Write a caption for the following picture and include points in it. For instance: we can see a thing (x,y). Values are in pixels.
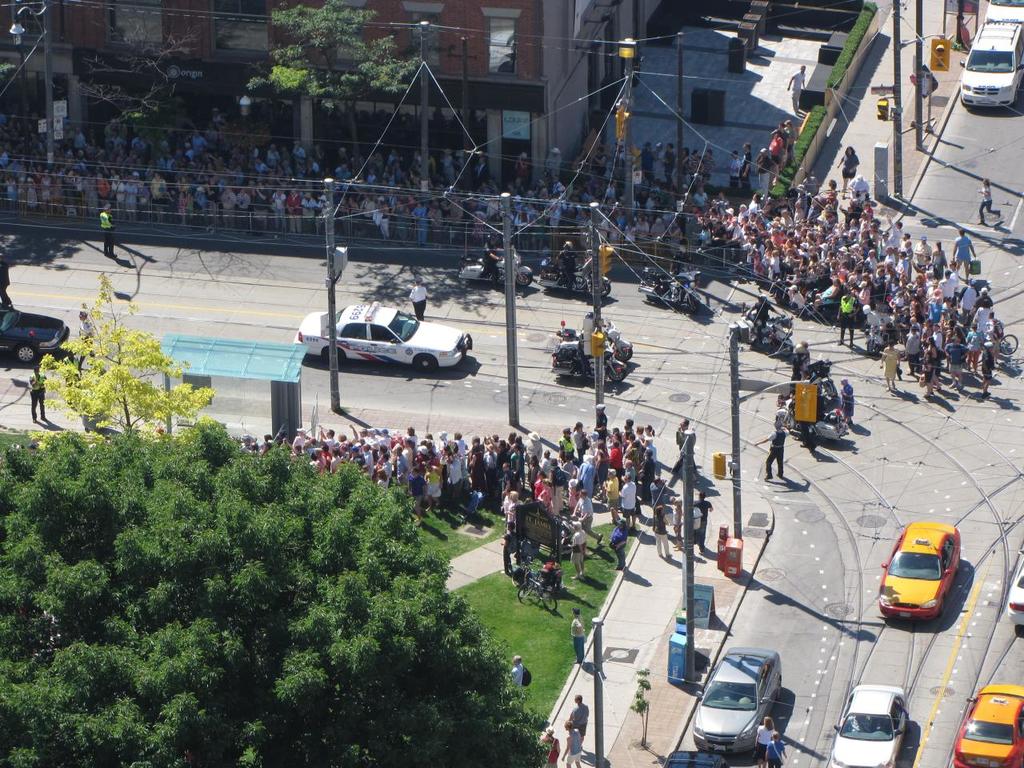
This is a top view where we can see persons (896,288) moving on the road (863,393), trees (182,549), vehicles (742,690) moving on the road (805,726), poles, buildings (452,64), plants (835,72), traffic signal poles (943,50).
